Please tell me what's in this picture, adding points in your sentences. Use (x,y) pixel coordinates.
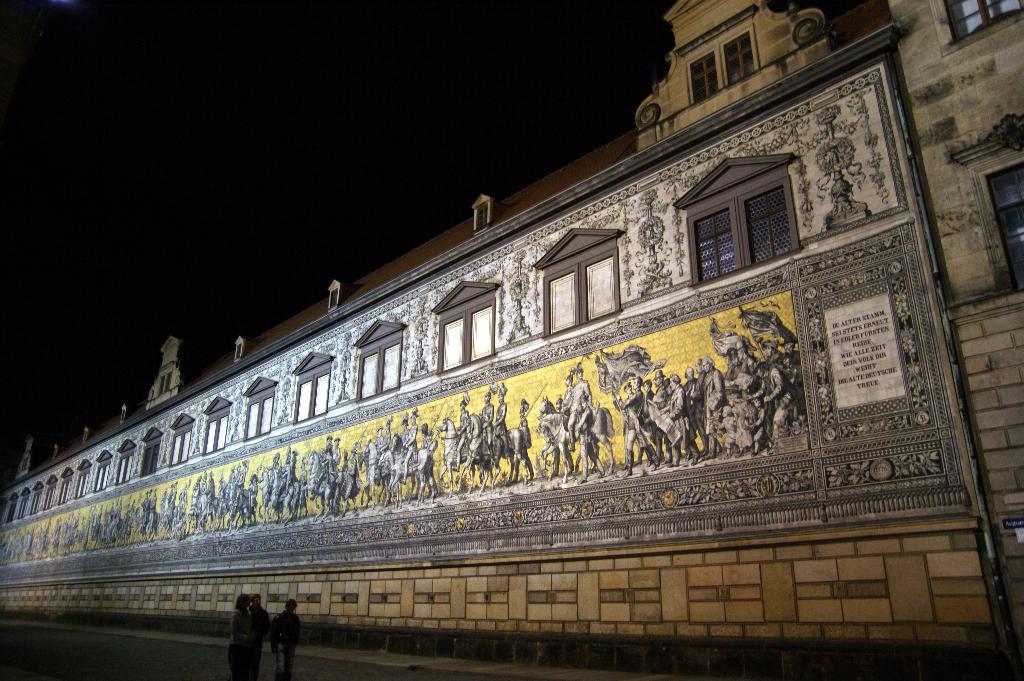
In this picture we can see few people (249,609) and few paintings (595,402) on the wall (779,382), and also we can find few windows (317,391).
